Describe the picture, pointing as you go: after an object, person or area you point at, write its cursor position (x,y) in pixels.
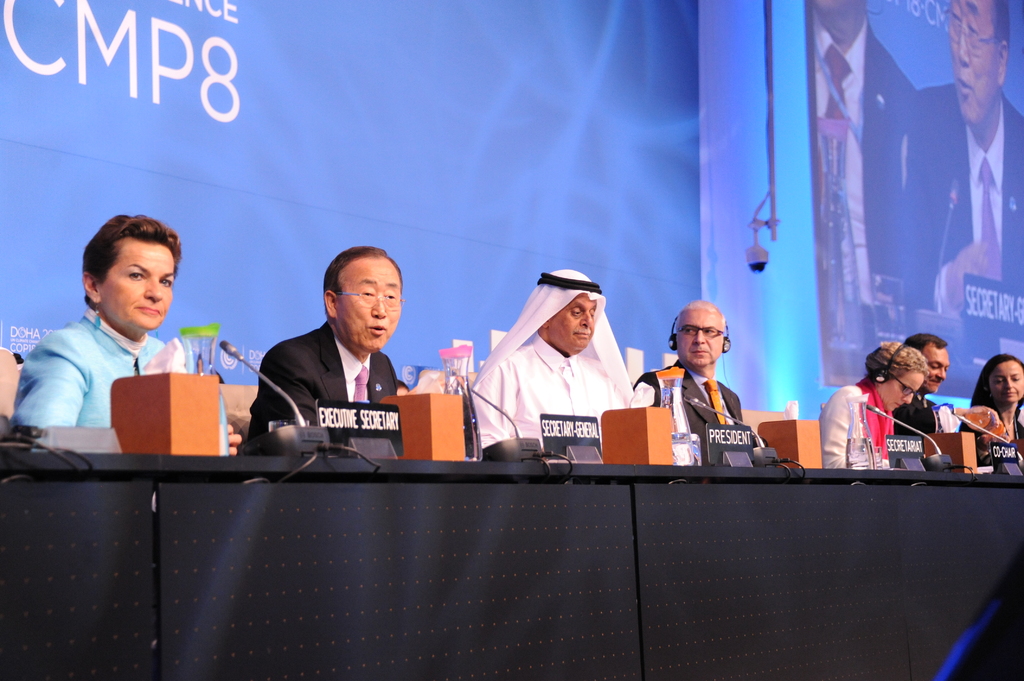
In this image there are persons (708,362) sitting on the chair (6,372), there are objects (709,444) on the desk (386,604), there is a microphone (280,394), there is a board (360,428) with text (334,424) on it, there is a screen (944,188) truncated towards the right of the image (918,71), there is a board (496,193) with text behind the persons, there is a security camera (758,264).
